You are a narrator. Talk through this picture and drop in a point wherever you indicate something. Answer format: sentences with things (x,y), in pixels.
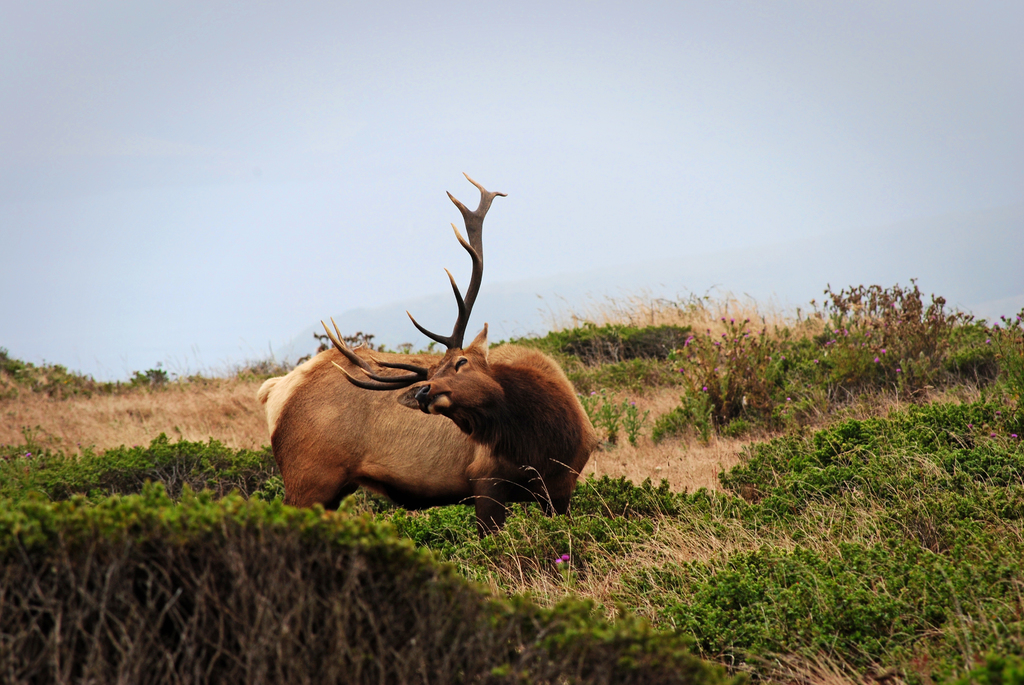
The picture is taken in a park (878,320). In the center of the picture (563,384) there is an elk (414,411). In the foreground (529,521) there are plants (466,564) and dry grass (679,464). Sky (529,232) is foggy.
